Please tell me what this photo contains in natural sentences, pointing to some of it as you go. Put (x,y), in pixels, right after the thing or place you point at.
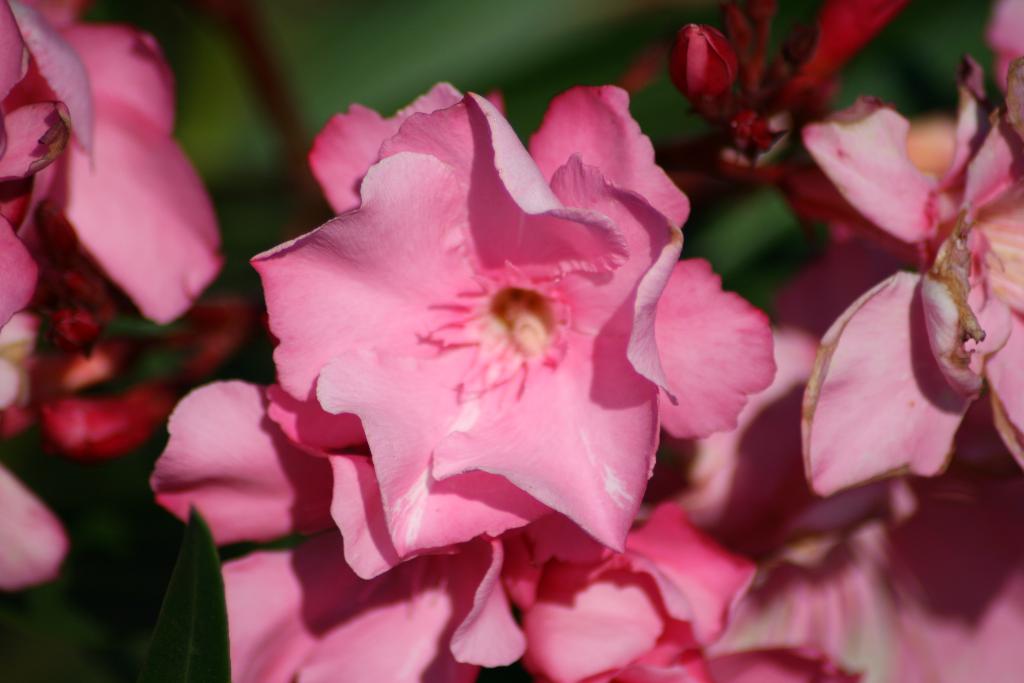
In this picture, we see the flowers (707,422) which are in pink color. In the background (502,60), it is green in color. This picture is blurred in the background (93,529).
